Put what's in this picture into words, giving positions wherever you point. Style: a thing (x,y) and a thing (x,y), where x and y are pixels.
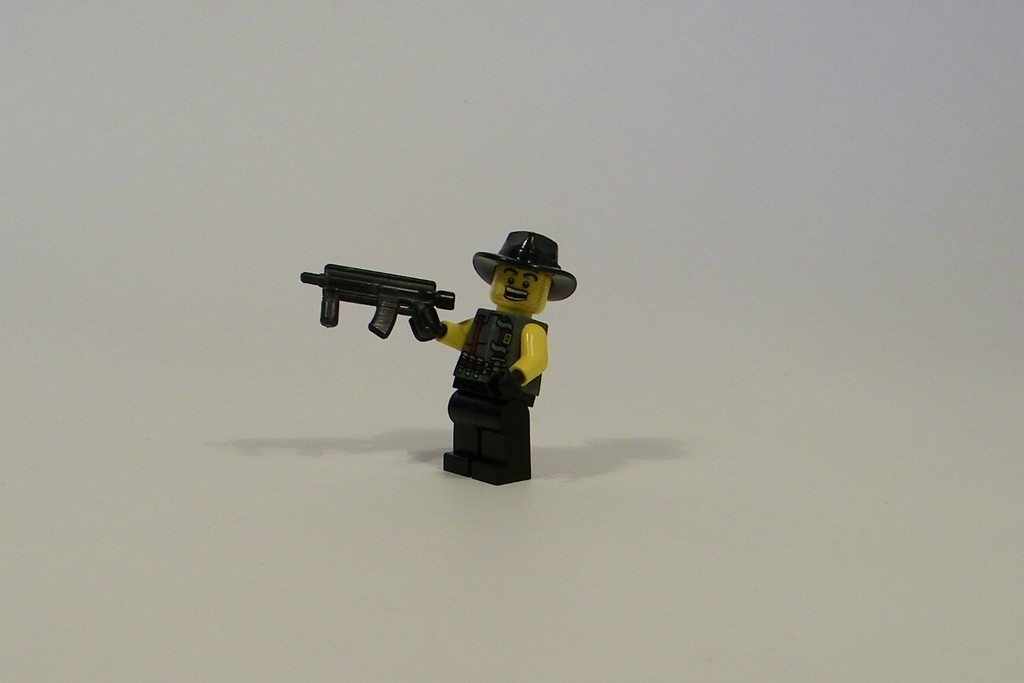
In the image we can see toy (503,437) of a person (473,401), wearing clothes (479,372), hat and holding a rifle (407,278) in hand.
